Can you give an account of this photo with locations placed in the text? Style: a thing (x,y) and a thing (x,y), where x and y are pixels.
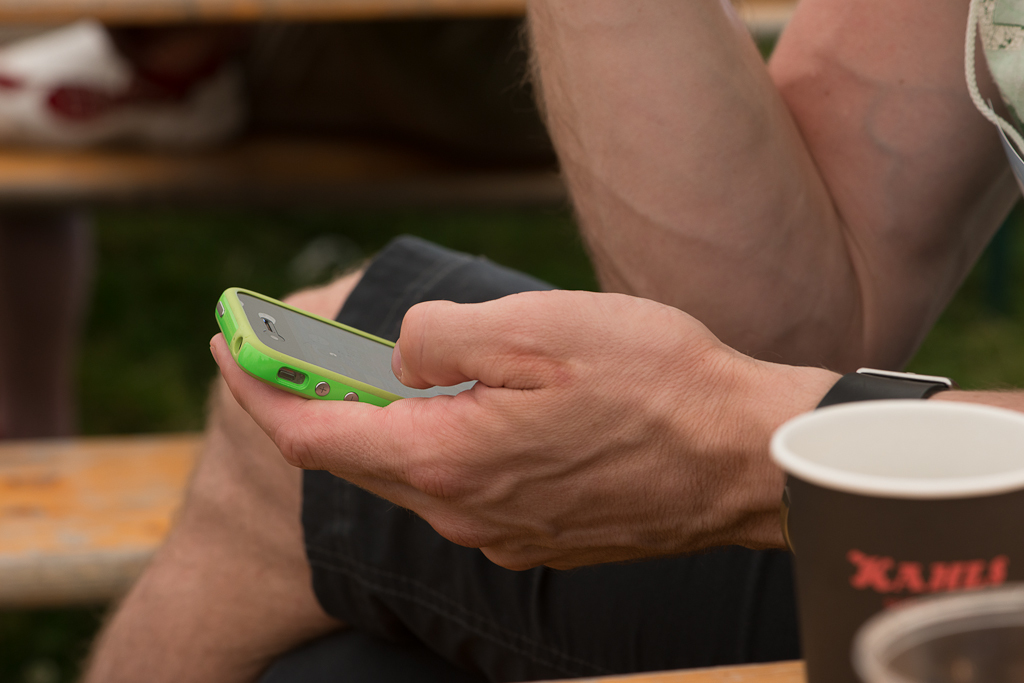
This is the picture of a person (633,315) holding a mobile (329,356) and the person (597,391) is having a watch (846,394) to the left hand (653,397). To the left side of the person (713,440) there is a cup (896,558). Behind the man (568,401) there is a table (24,437).
